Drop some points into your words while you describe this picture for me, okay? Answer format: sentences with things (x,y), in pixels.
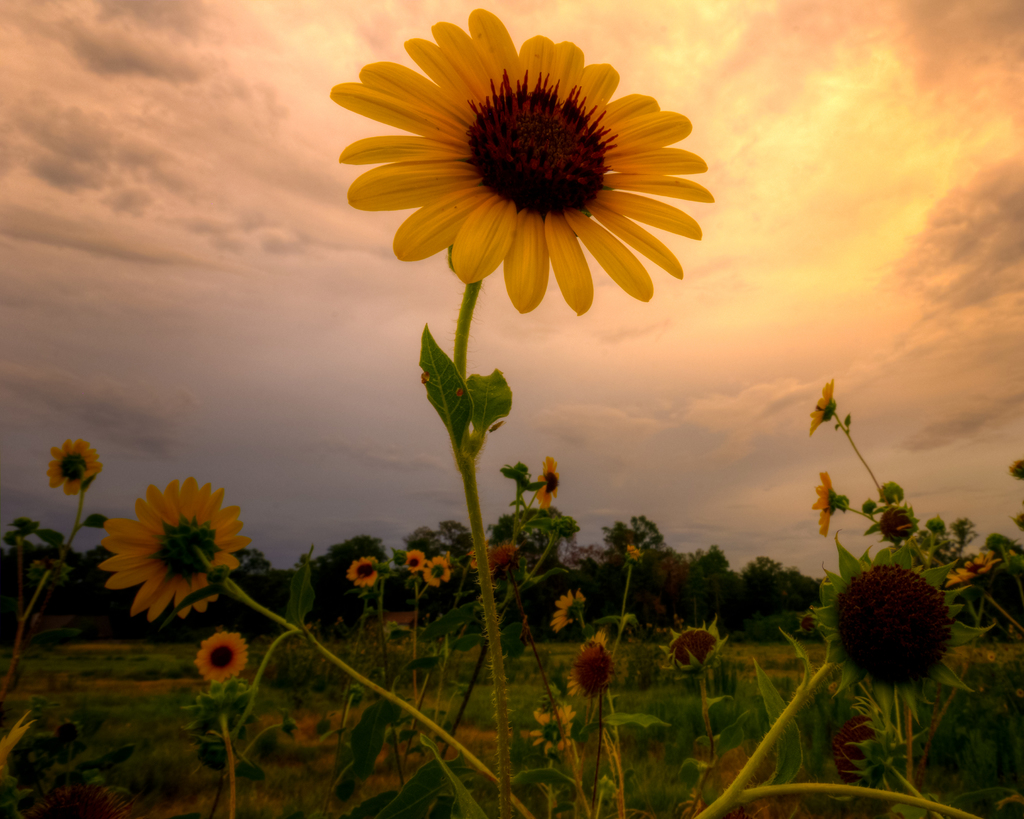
In this picture we can see sunflowers (932,622) in the farmland (717,685). In the background (709,605) we can see many trees (580,559). At the top (906,136) we can see sky (867,150) and clouds (865,179).
